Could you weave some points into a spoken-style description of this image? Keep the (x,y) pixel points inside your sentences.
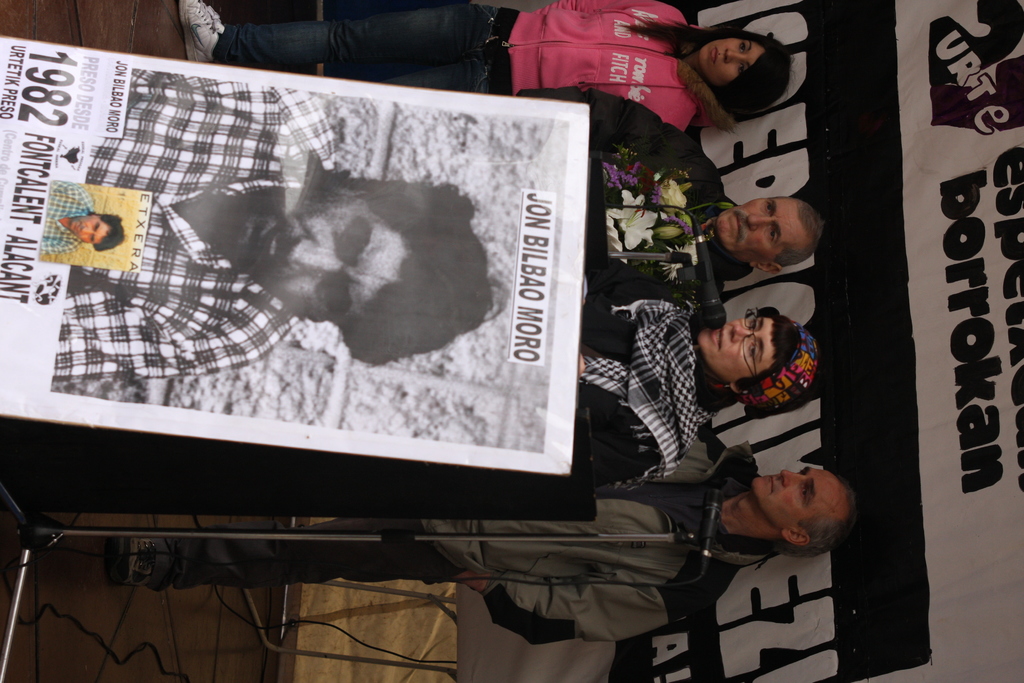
In this image I can see a poster (337,268) in which I can see a person (234,180) and behind it I can see four persons (623,475) standing and I can see microphones (700,261) in front of them. In the background (734,312) I can see a huge banner (946,353) which is white and black in color.
